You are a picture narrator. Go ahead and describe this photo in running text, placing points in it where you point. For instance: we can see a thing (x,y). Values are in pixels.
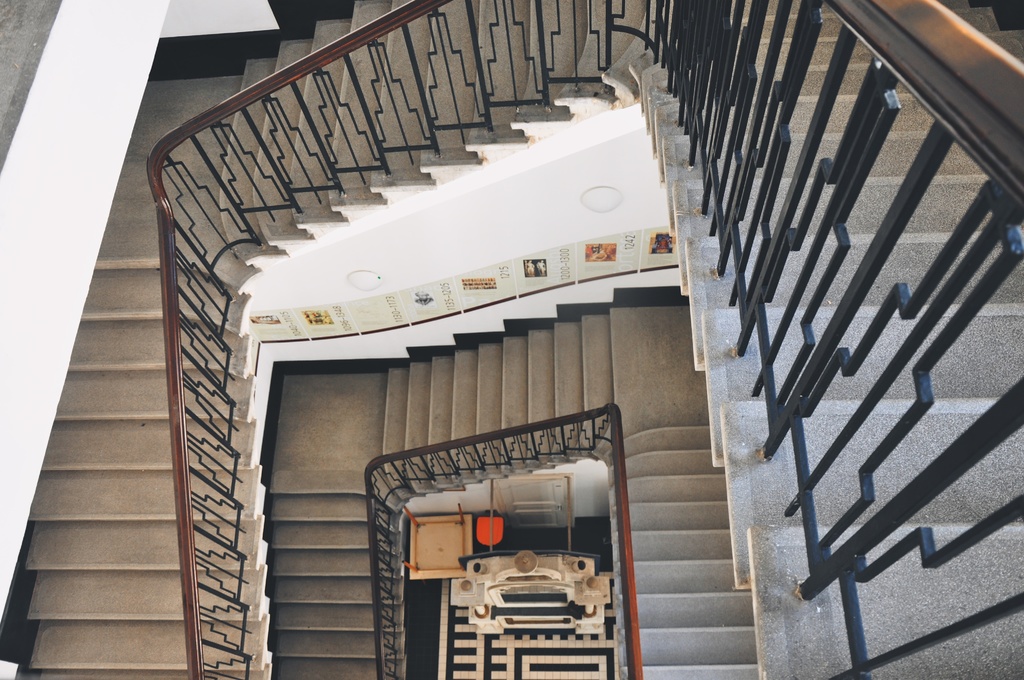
This picture is inside view of a room (528,520). In the background of the image (676,516) we can stairs (427,423) are there. At the bottom of the image (455,550) we can see some tables (452,538) are present.
